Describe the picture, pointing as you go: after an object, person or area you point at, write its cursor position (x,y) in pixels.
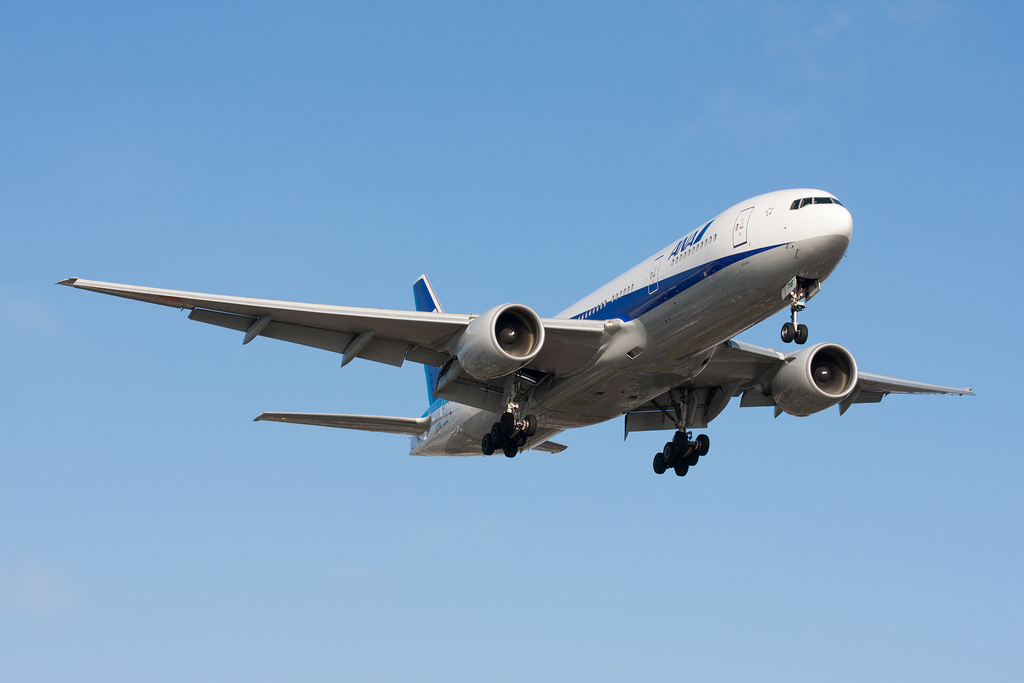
In this picture we can see the plane (485,378) which is flying in the air (738,504). In the top (906,163) we can see the sky (684,116) and clouds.
